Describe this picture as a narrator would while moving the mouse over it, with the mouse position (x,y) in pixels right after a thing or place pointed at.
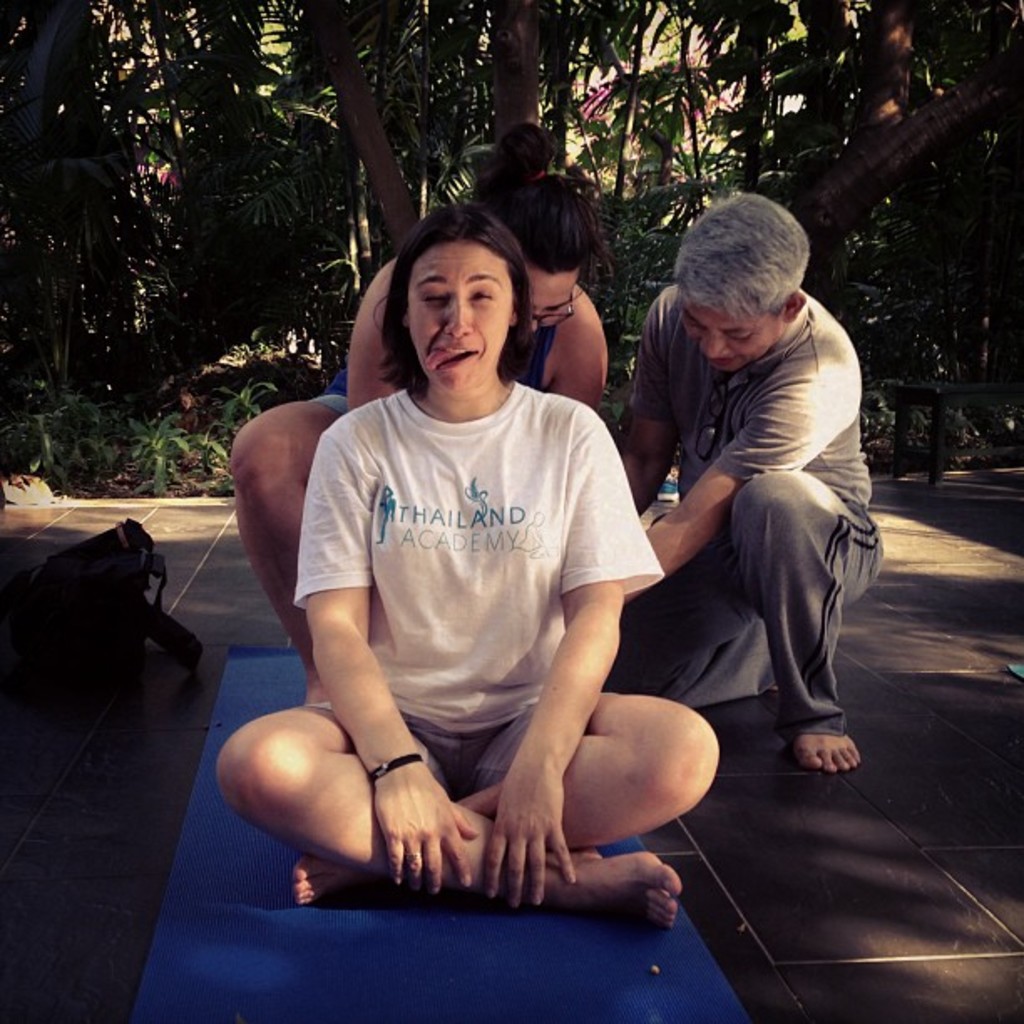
In this image I can see three persons (533,611) on the floor (977,663) and a bag (41,665). In the background (304,371) I can see trees (956,152) and plants (212,317). This image is taken may be in a park (289,79) during a day.
